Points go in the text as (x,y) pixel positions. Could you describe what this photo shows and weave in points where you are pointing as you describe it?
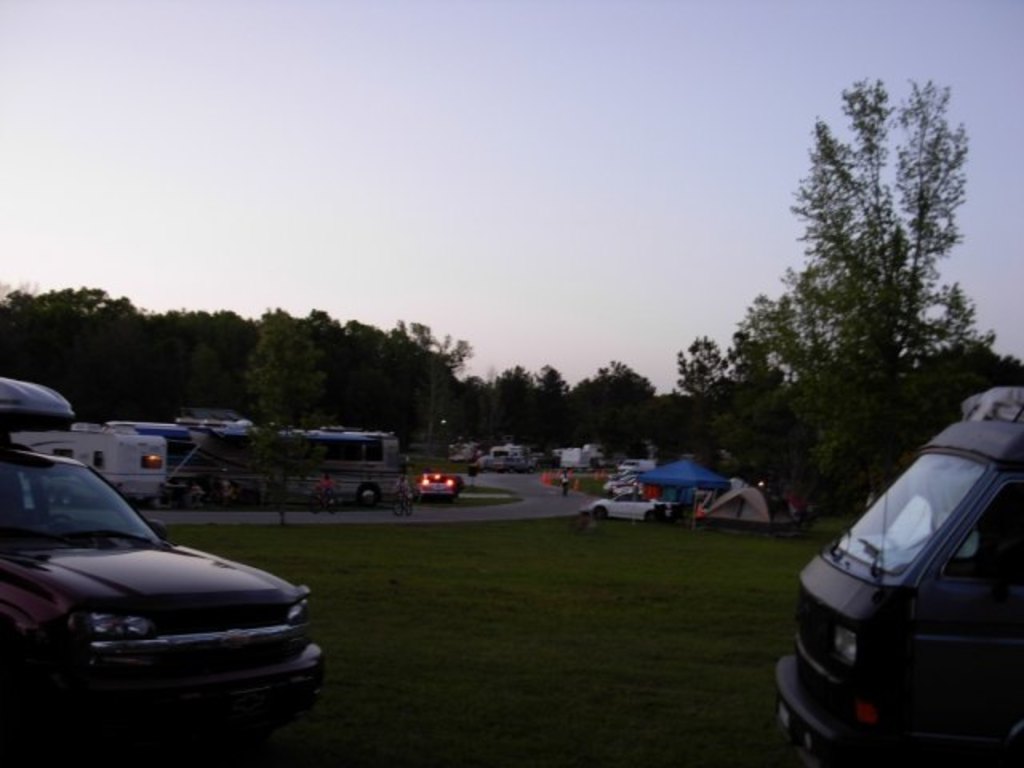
In this image there are two vehicles (994,556) on the grassland (609,622). Two persons (330,485) are riding their bicycles (330,505). Behind there are few vehicles (344,479). There is a tent (759,515) on the grassland (709,542). Behind there are few cars (627,479) and vehicles (622,497). A person (564,474) is walking on the road (571,492). Background (75,388) there are few trees (89,389). Top of image (409,110) there is sky (446,52).
